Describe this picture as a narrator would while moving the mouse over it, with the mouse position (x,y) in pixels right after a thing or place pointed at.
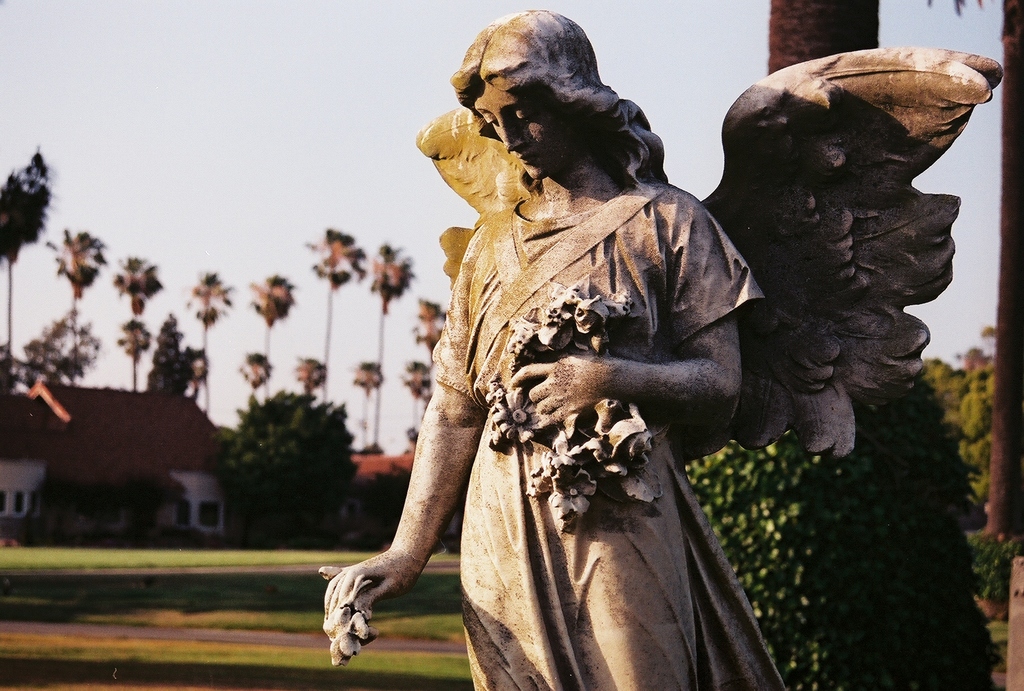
In the image we can see a sculpture (601,408) of a woman (567,408) standing, wearing clothes (528,469) and we can see feathers (764,285). Here we can see trees (54,336), house (99,490), grass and the sky (221,111).
